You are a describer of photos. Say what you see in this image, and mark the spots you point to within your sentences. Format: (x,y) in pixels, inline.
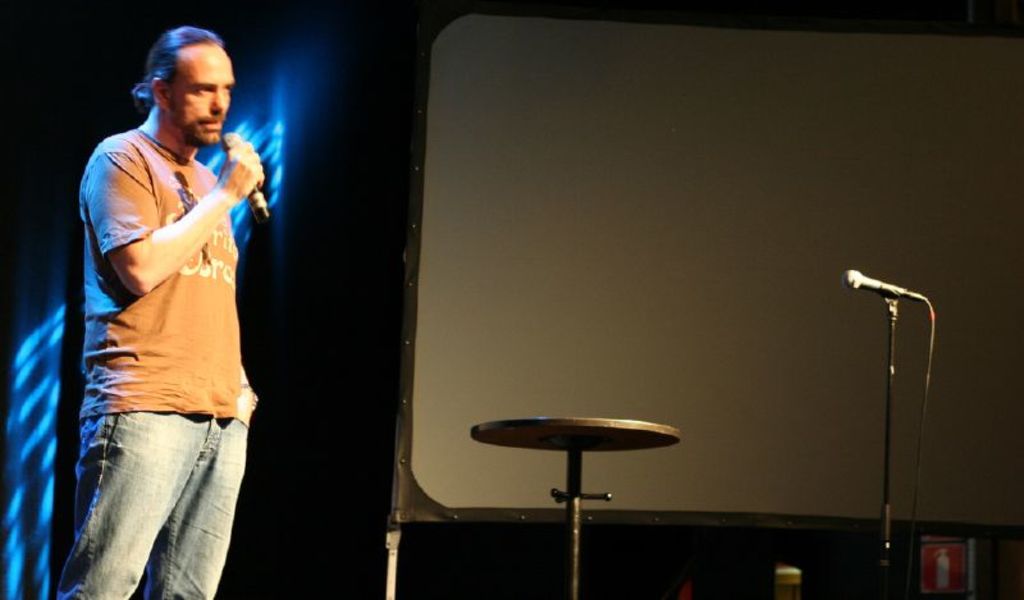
This picture shows a man (91,555) standing and speaking with the help of a microphone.
